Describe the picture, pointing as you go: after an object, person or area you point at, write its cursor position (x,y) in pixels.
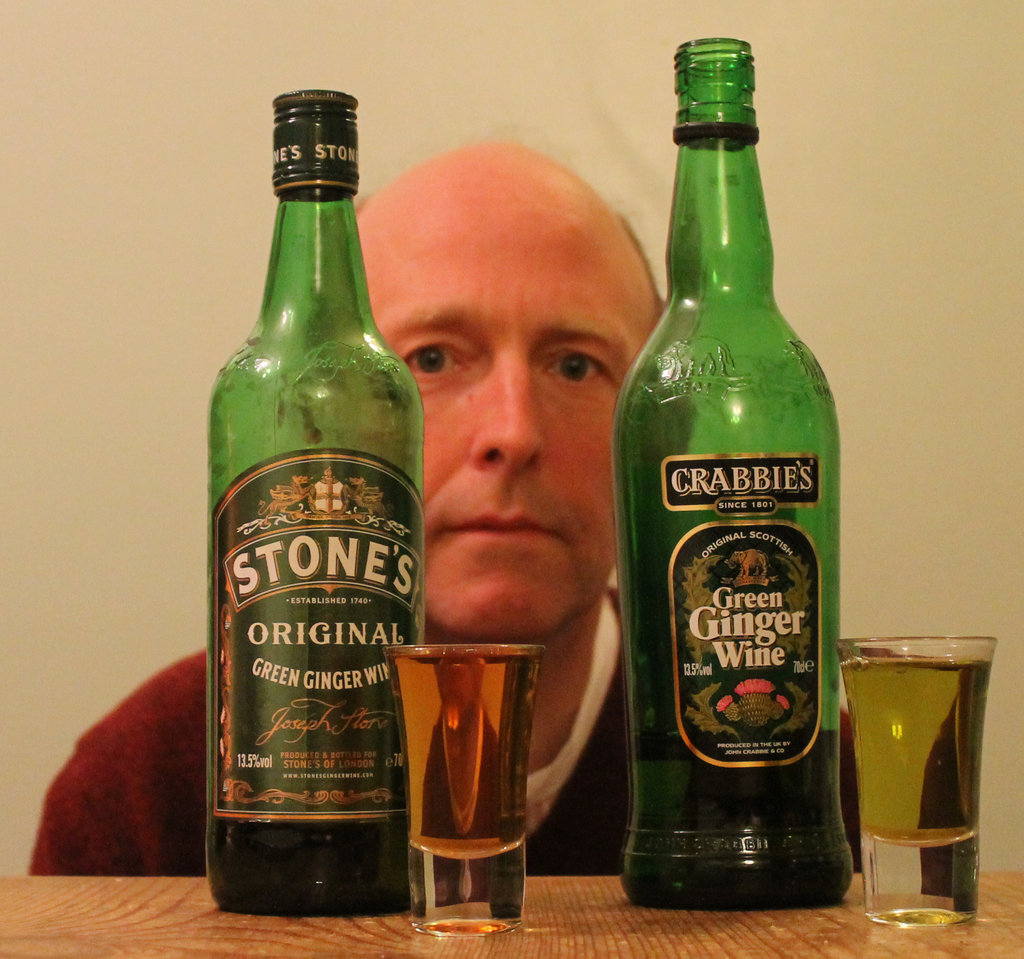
There are two wine bottles (296,475) which are green in color and two glasses (878,899) placed on the table (482,945). Here is a man (558,624) behind the table (828,924).
